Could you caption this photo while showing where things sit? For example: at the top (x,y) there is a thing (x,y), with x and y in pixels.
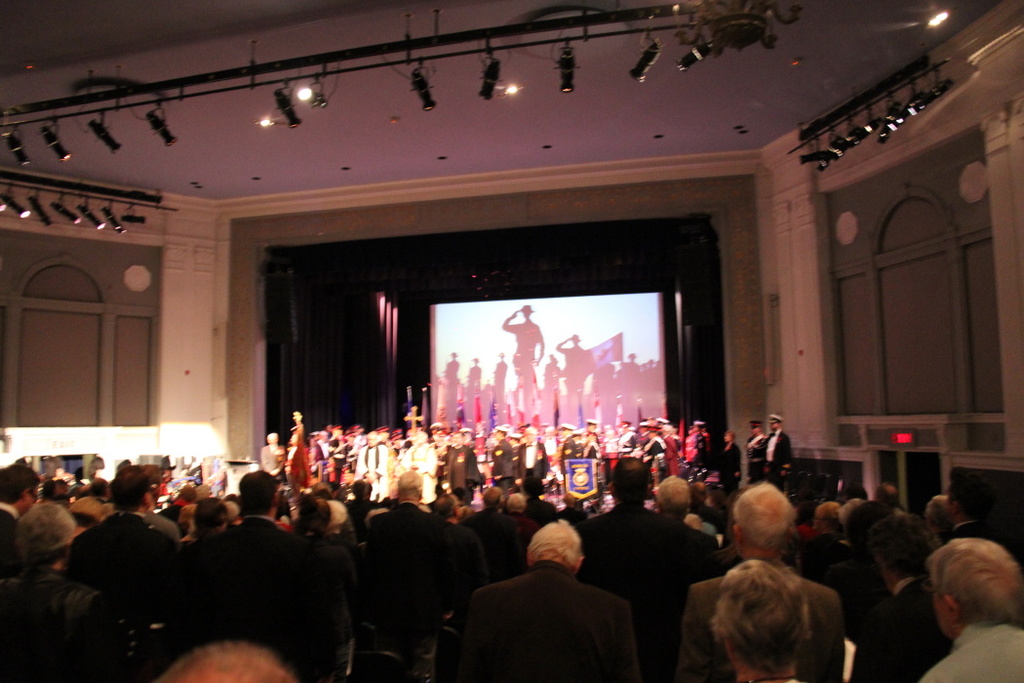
In this picture there are few persons (498,457) standing on the stage (560,433) and there are few other persons (411,563) standing in front of them and there are few lights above them.
